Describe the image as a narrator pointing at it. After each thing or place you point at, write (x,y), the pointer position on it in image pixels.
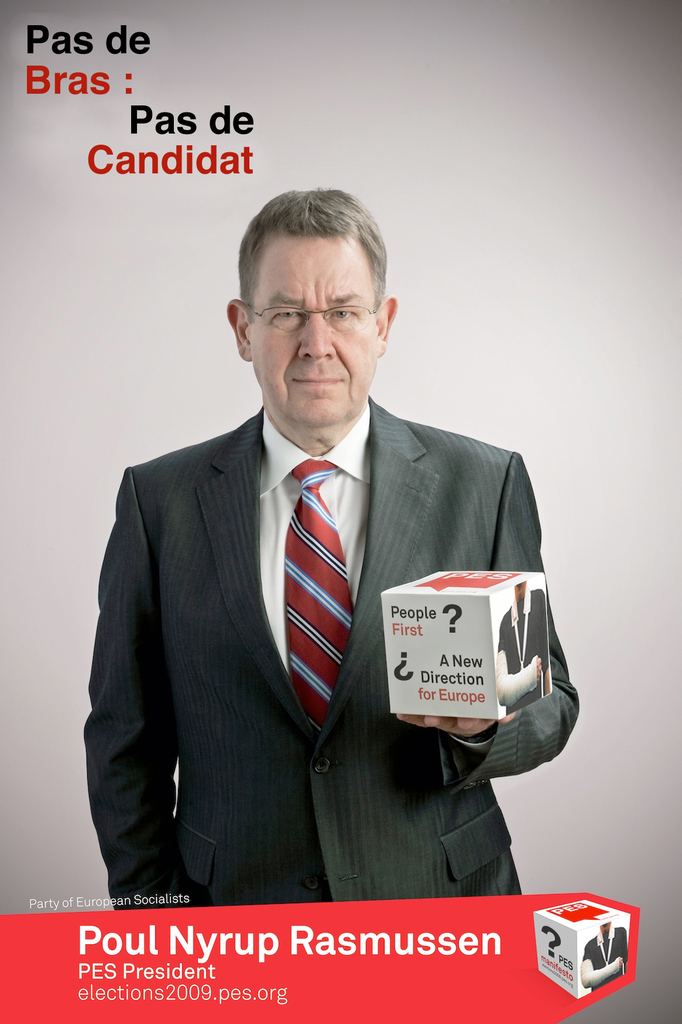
In the center of the image (286,395) we can see a man (290,582) standing and holding a box (480,685).
